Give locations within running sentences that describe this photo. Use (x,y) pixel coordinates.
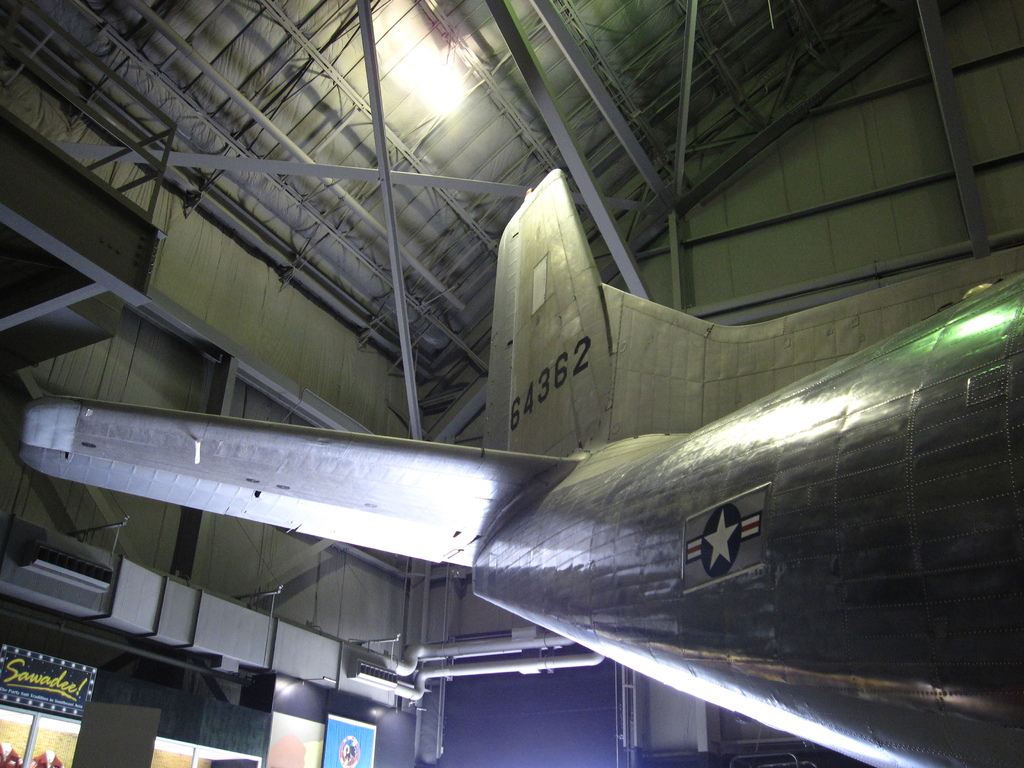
In this picture there is an aircraft (703,457). On the left (231,745) there are posters (297,749), pipes (198,624) and other objects (321,645). At the top (560,115) there are iron frames (166,133) and light (419,85) of the ceiling (365,117).
